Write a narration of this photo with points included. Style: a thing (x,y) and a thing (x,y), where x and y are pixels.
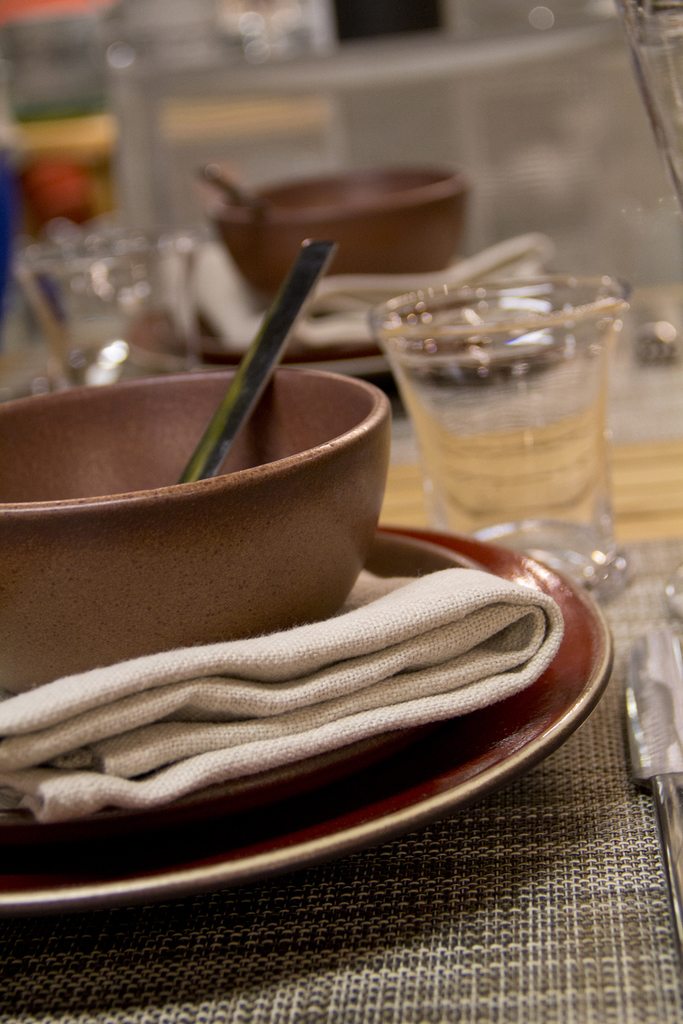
In the foreground of the picture (490,647) there is a table (663,494), on the table (650,489) there are glasses (404,402), plates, bowls (375,270), spoons (242,391), tissues (391,607) and other objects (656,736). The background (280,125) is blurred.
